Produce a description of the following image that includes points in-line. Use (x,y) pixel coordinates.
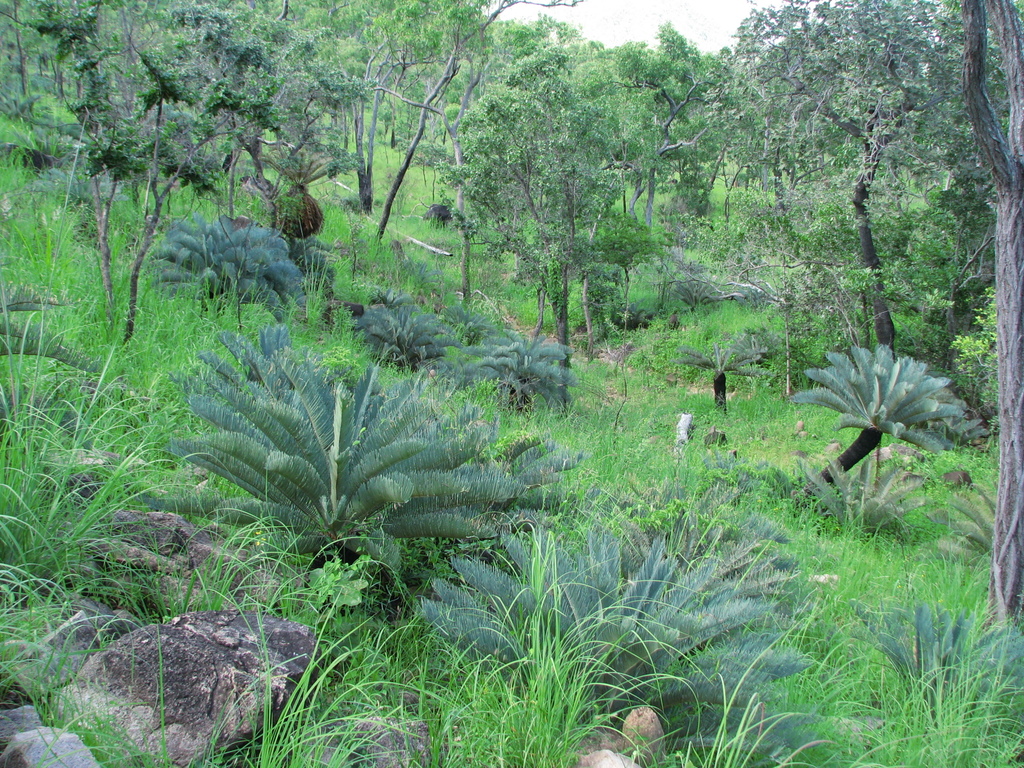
This image is taken in a forest (800,360). There are many trees (675,224). Grass (668,414) and also rocks (231,666) are visible in this image. Sky (639,34) is also present.
